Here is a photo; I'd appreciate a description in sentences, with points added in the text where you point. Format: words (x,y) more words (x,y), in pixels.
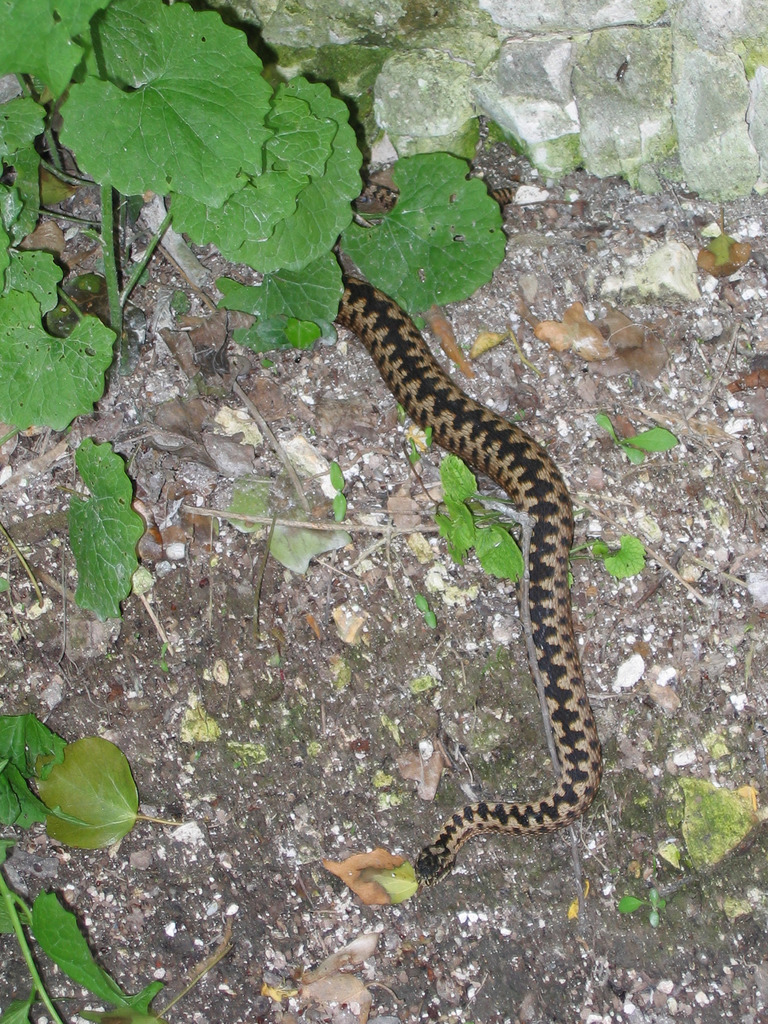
There is a snake (458,444) on the ground (399,709). On the ground (227,669) there are leaves (102,169) and a plant (107,204).
